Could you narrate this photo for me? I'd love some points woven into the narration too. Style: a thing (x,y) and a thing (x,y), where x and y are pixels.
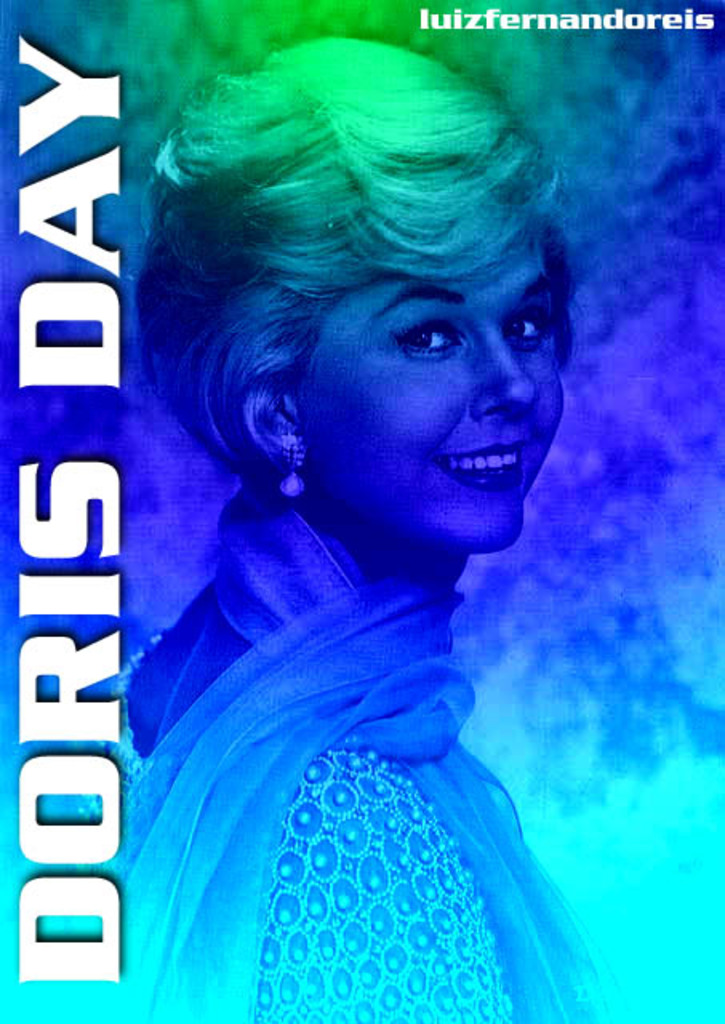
In this image we can see a poster (237,863) with some text (76,471) and image (392,882) of a person (408,520).
